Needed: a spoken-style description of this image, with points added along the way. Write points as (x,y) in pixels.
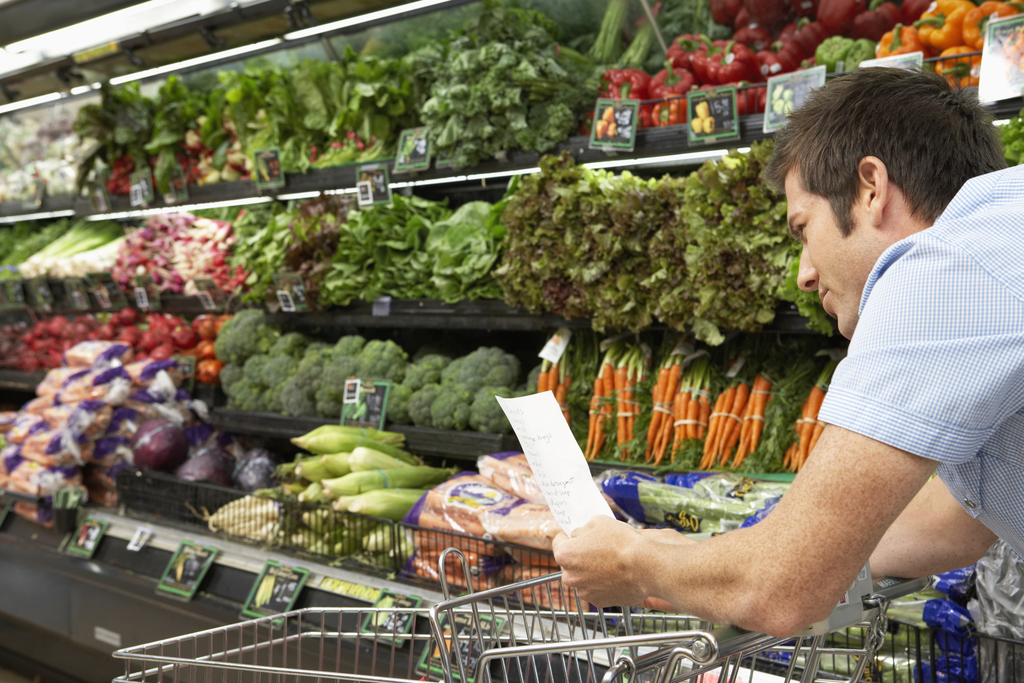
In this image we can see some vegetables (712,285), fruits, in the racks (653,138), there are cards (606,143) with pictures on it, there is a trolley (555,575) and a person (593,573) holding a paper (578,449) with text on it.
